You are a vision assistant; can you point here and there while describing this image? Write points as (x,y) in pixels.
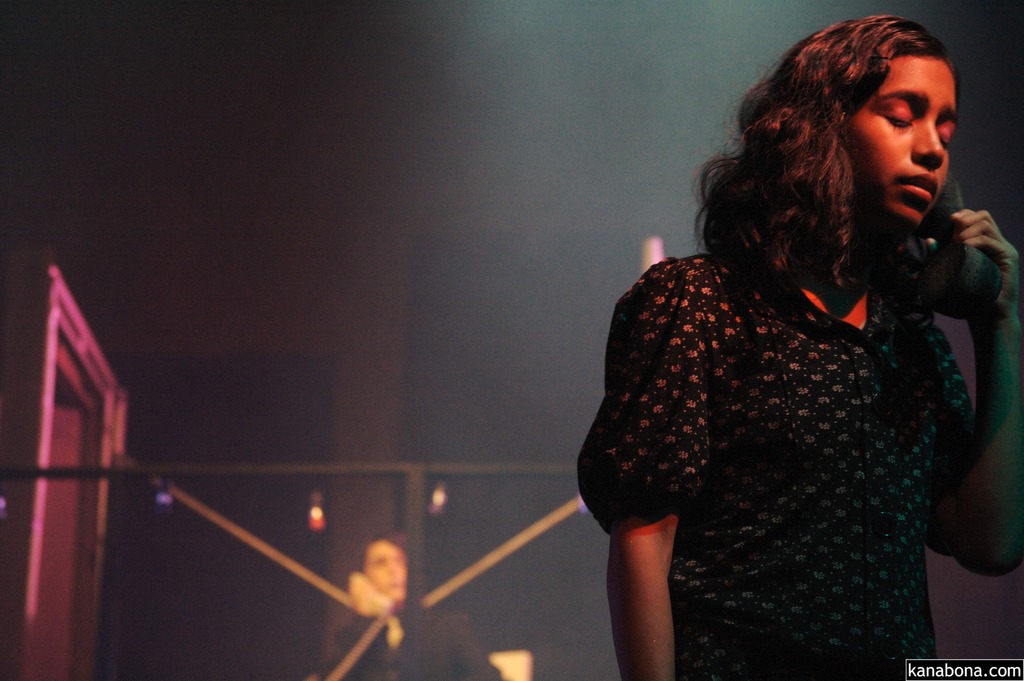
In this image there is a woman (948,348) standing and speaking in a phone (994,281), and at the back ground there is another woman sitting and speaking in a phone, door (88,651), lights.
